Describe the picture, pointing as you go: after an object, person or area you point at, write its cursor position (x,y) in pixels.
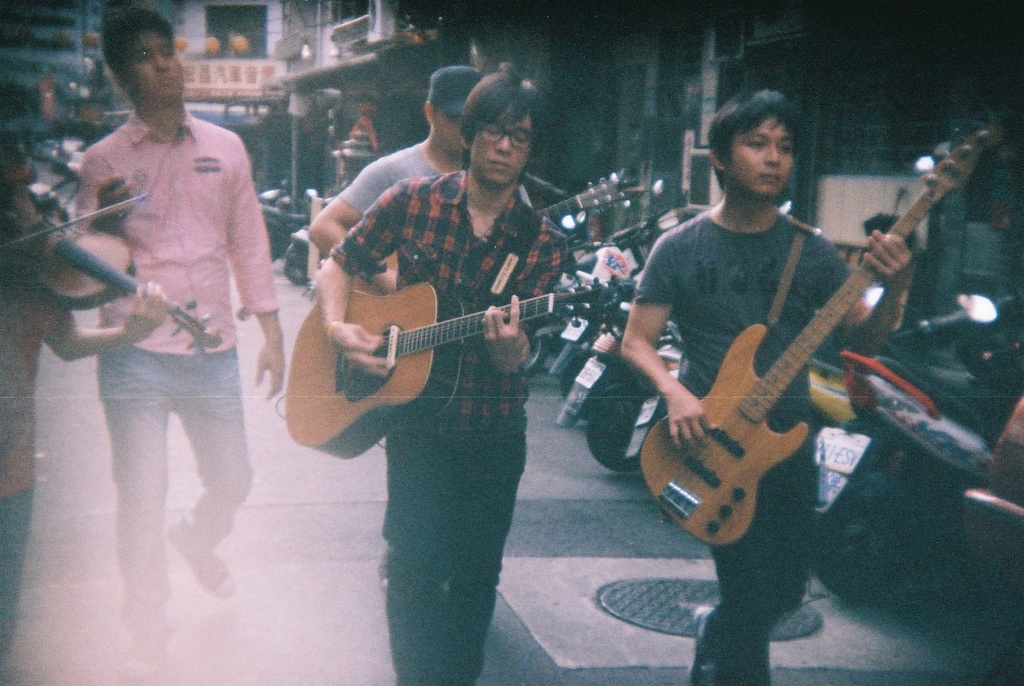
There are three people (741,290) are walking, holding and playing guitars (433,317). Beside them, there is a person (269,252) in pink color dress (188,182) walking. On the left hand (94,241), there is a person (33,389) walking, holding and playing a violin (82,258). In the background (261,91), there is a hoarding (275,71), buildings (291,58), bikes (284,190), and some other items (58,107).
